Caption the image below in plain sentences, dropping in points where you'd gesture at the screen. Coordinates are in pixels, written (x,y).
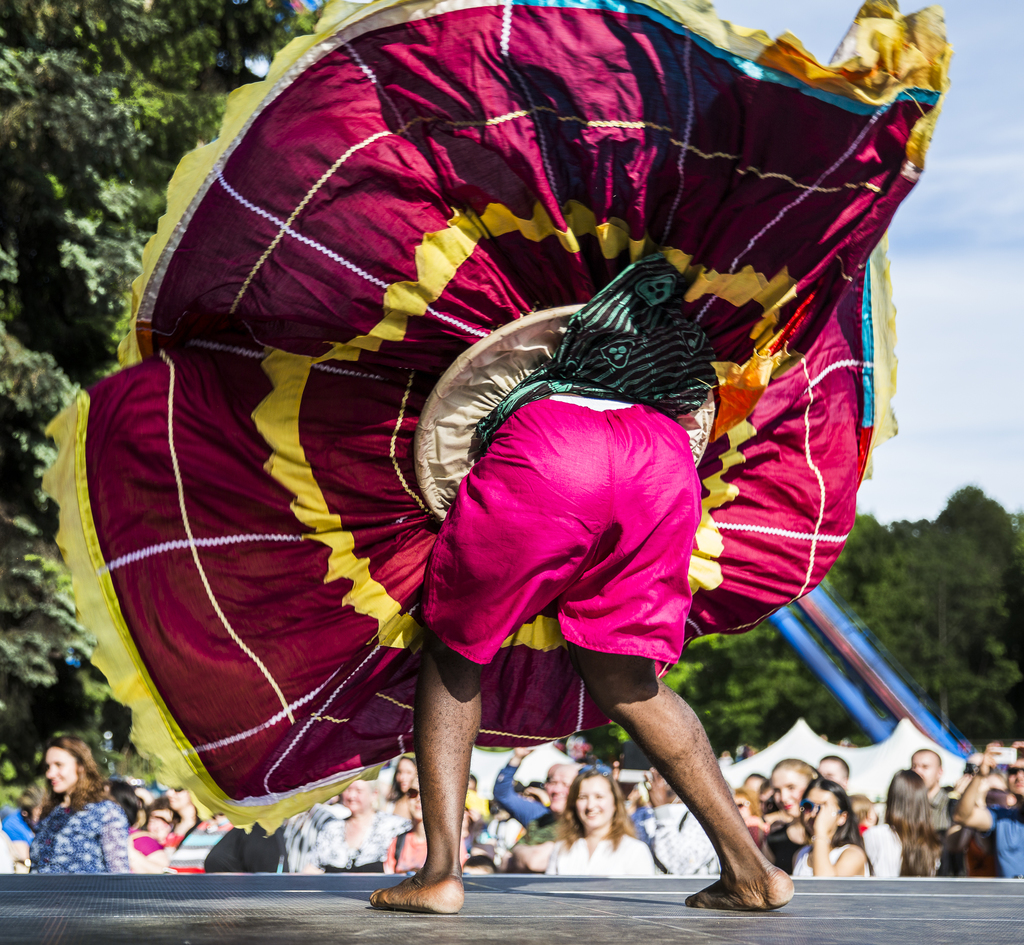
In this image, we can see a person (468,686) on the stage (551,904) wearing costume (367,329) and in the background (188,101), there are trees (158,20), tents (813,748) and we can see people (910,807). At the top (956,247), there is sky (972,290).
